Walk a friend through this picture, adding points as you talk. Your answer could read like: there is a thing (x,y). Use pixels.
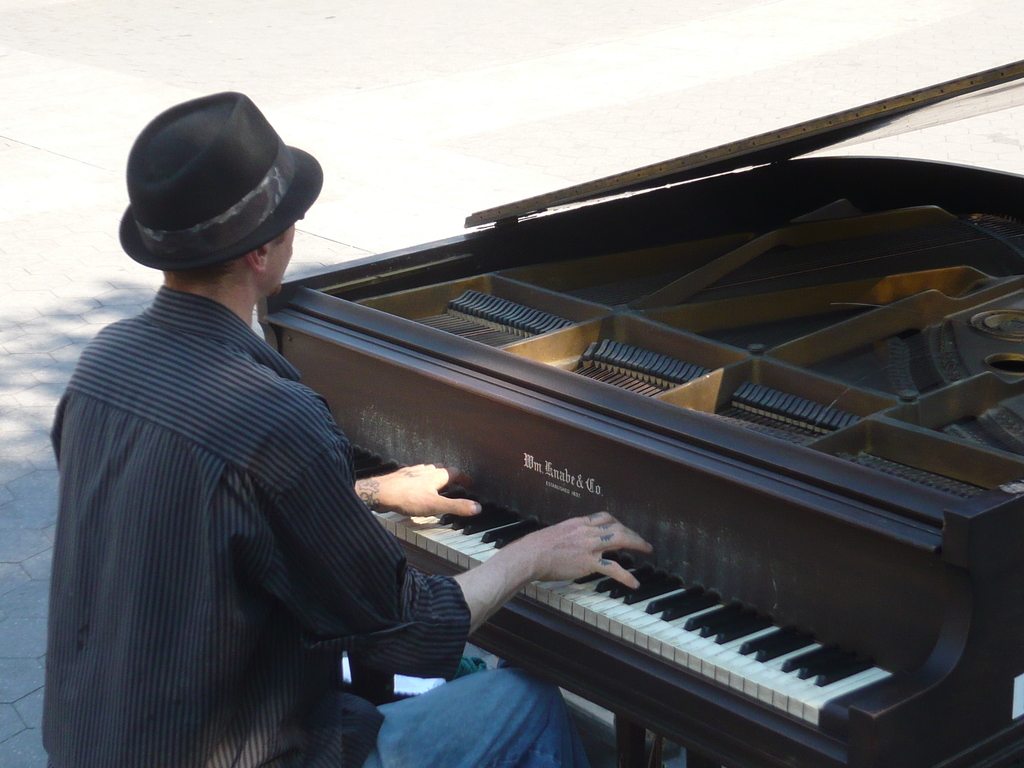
There is a person (250,616) sitting and playing piano (515,530) and this person (230,234) wear cap (253,174). This is road (355,50).
